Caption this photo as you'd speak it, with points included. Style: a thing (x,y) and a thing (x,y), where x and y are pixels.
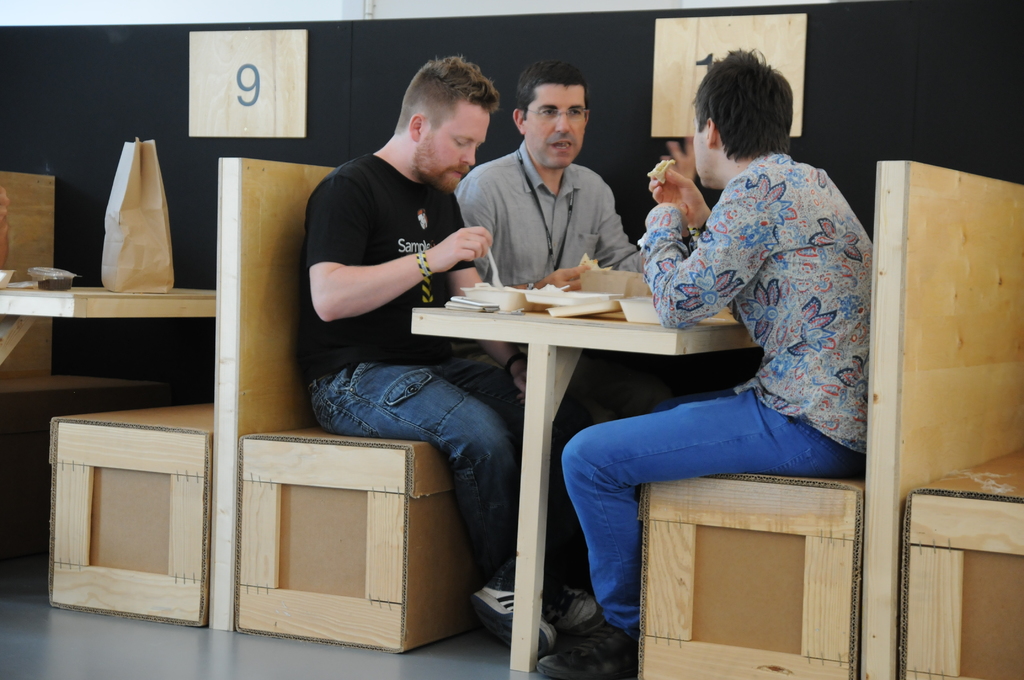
This picture consists of three men (577,246) sat on either sides of table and having food (561,292), this seems to be in a hotel (325,159).
